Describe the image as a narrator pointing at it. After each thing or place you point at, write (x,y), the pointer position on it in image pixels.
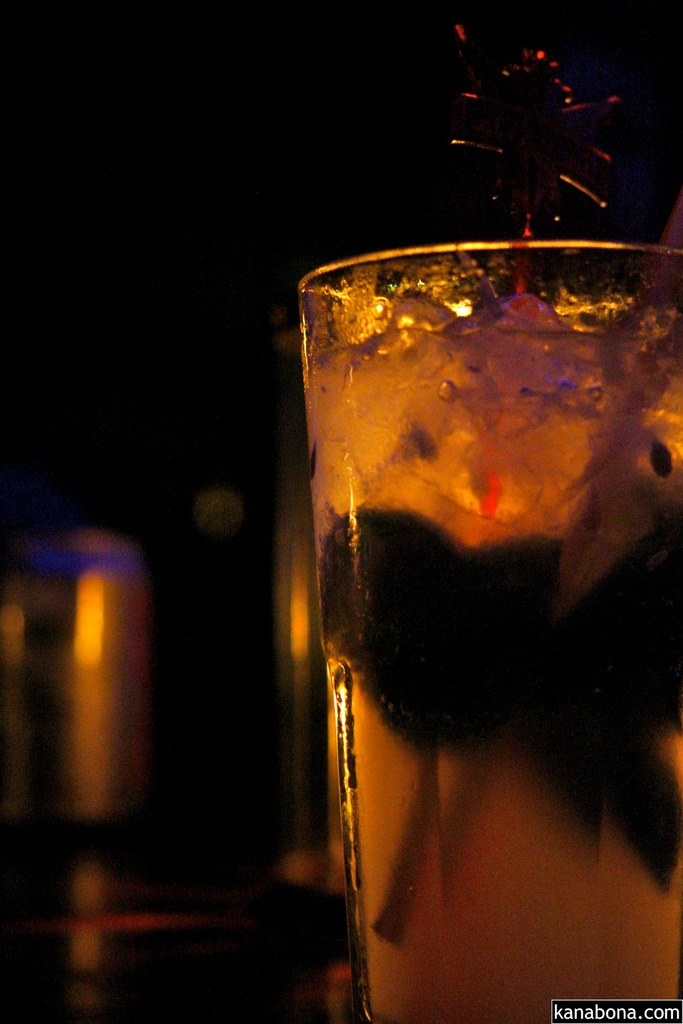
In this image we can see a glass (433,659) and juice (514,683) in it.
